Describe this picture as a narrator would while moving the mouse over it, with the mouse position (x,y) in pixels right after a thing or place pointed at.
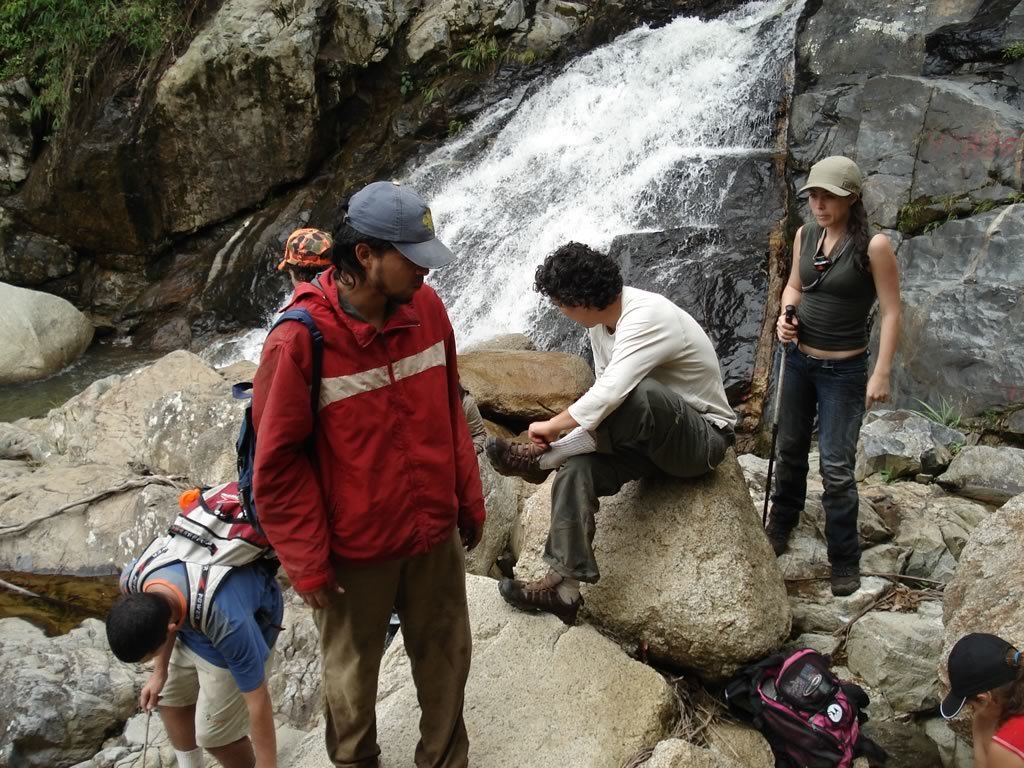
In this image there are a few people (308,474) standing and sitting on the rocks (533,631), one of them is holding a stick (784,359) in her hand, there is a bag (752,715), behind them there is a waterfall (540,146) and there is a plant (77,14).
